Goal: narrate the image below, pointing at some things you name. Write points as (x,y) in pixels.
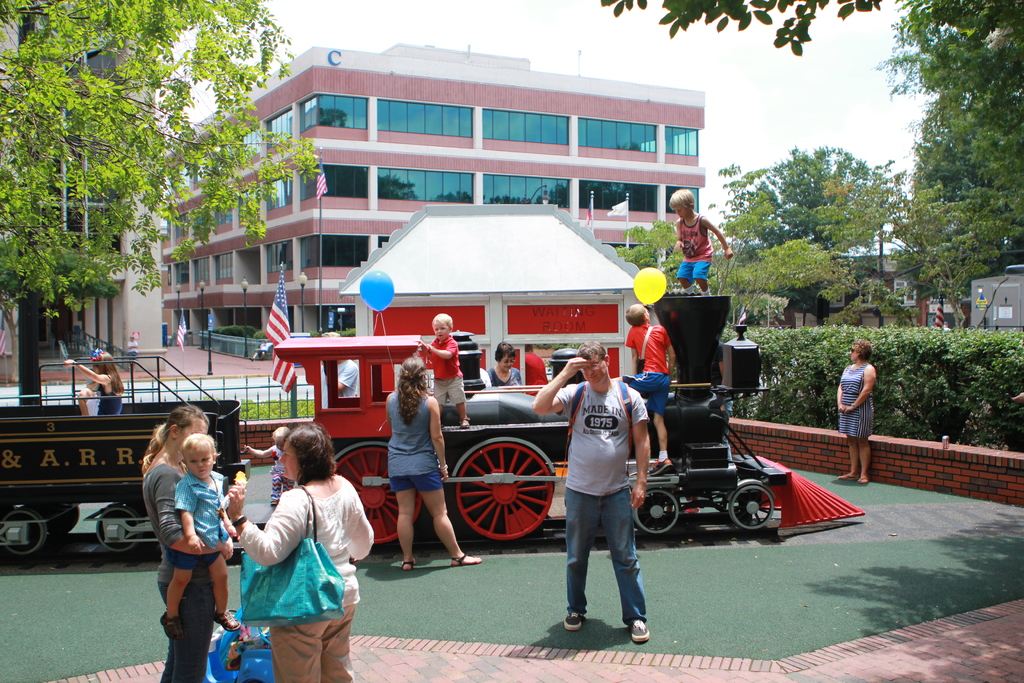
In this image I can see group of people (337,664) standing, the person (282,561) in front (309,539) is wearing white shirt (318,527), cream pant (305,642) and green color bag (294,622), background (580,200) I can see few balloons (654,282) in multi color, flags (282,318) in blue, red and white color, buildings (356,278) in brown and white color, trees (60,90) in green color and the sky (674,55) is in white color.
